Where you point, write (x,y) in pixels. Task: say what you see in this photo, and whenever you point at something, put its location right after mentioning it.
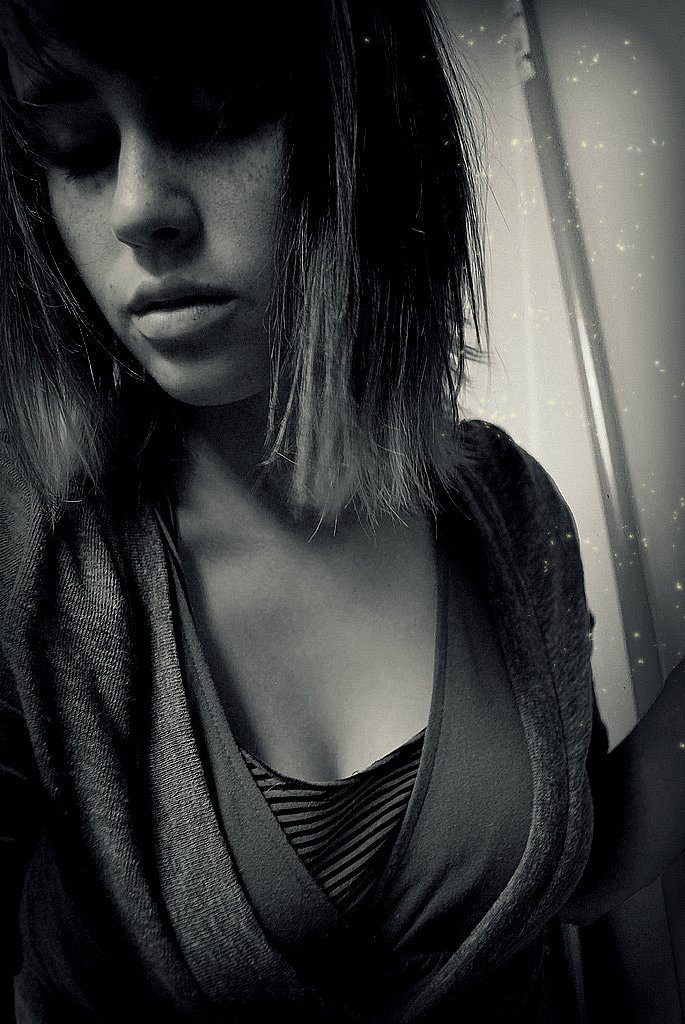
This is a black and white image. Here I can see a woman (185,581) wearing a jacket (83,785). On the right side (591,314) there is a metal rod (583,392) which is attached to the wall (623,189).
